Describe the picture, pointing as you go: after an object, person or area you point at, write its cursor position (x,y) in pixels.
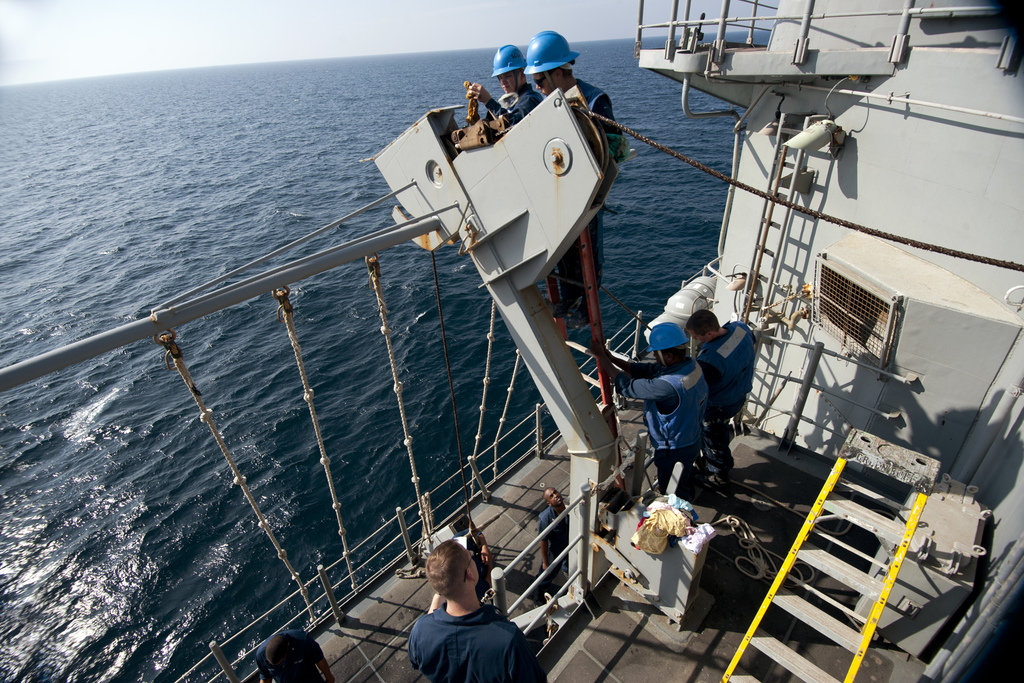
In this picture there is a deck (619,659) in the image and there are people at the bottom side of the image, there is water (85,401) on the left side of the image (80,366).
